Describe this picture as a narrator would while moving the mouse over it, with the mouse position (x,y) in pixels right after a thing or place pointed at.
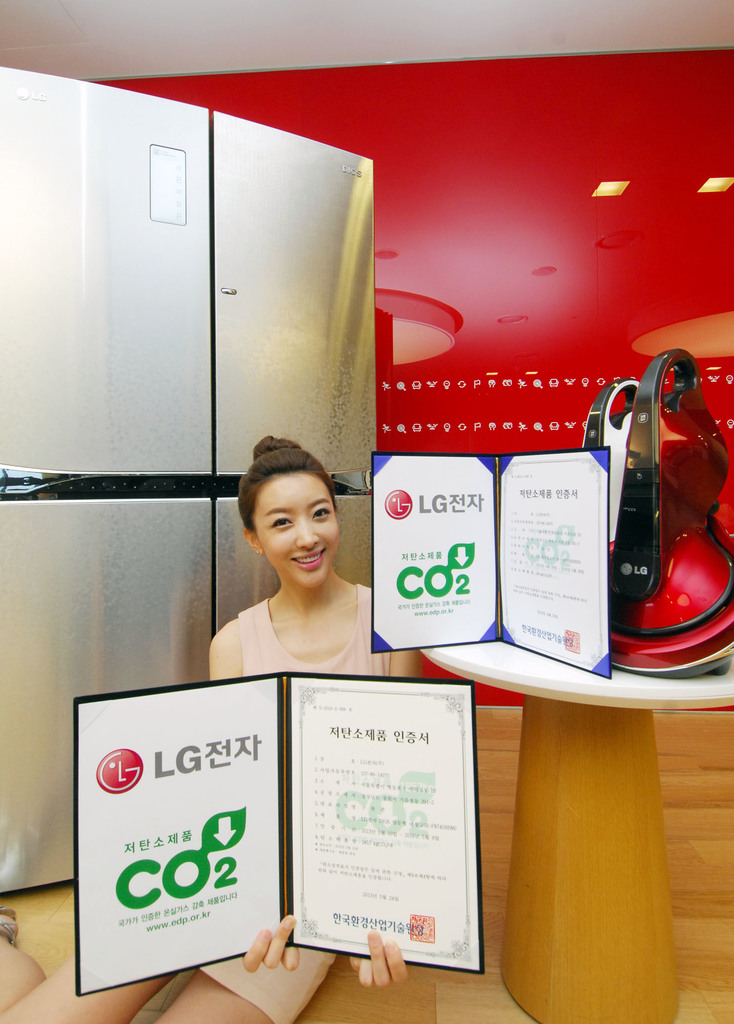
In this image, we can see a lady (222,990) holding an object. We can see a table (602,677) with some objects (443,562) like a poster (432,562) with some image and text (566,492). We can see the wall (566,325) with some text (557,378). We can see a refrigerator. We can see the ground (33,913). We can see some lights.
